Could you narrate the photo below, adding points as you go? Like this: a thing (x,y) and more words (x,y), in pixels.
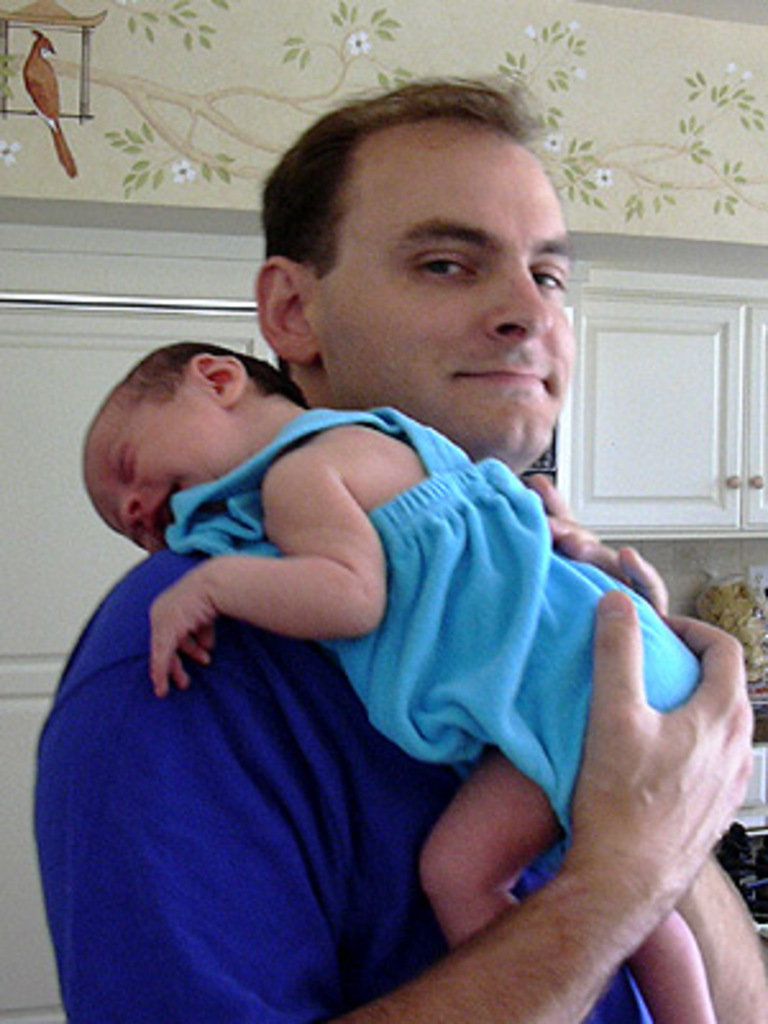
In this image, we can see a person (531,306) wearing clothes (225,817) and holding a baby (383,638) with his hands (612,715). There is a cupboard (650,432) on the right side of the image (709,370). There is a design (344,60) on the wall (293,75) at the top of the image (261,99).
